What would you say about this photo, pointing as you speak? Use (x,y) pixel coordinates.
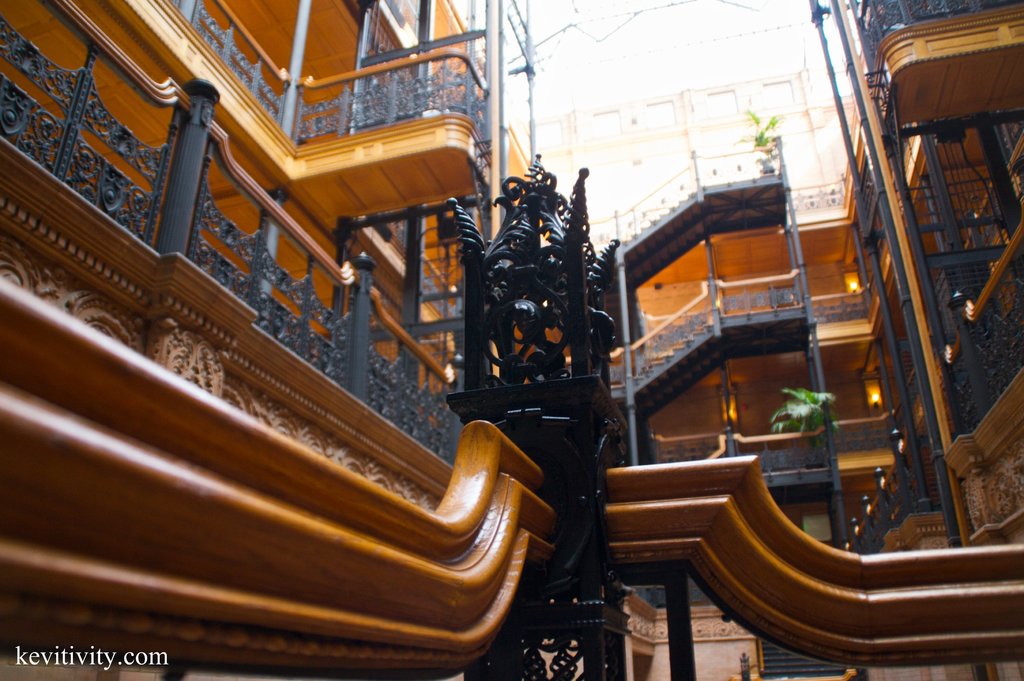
In this image there is a building (828,259). In the middle (678,327) there is a staircase (703,234). At the bottom (682,473) there is railing (652,577). There are lamps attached to the building (859,272).
